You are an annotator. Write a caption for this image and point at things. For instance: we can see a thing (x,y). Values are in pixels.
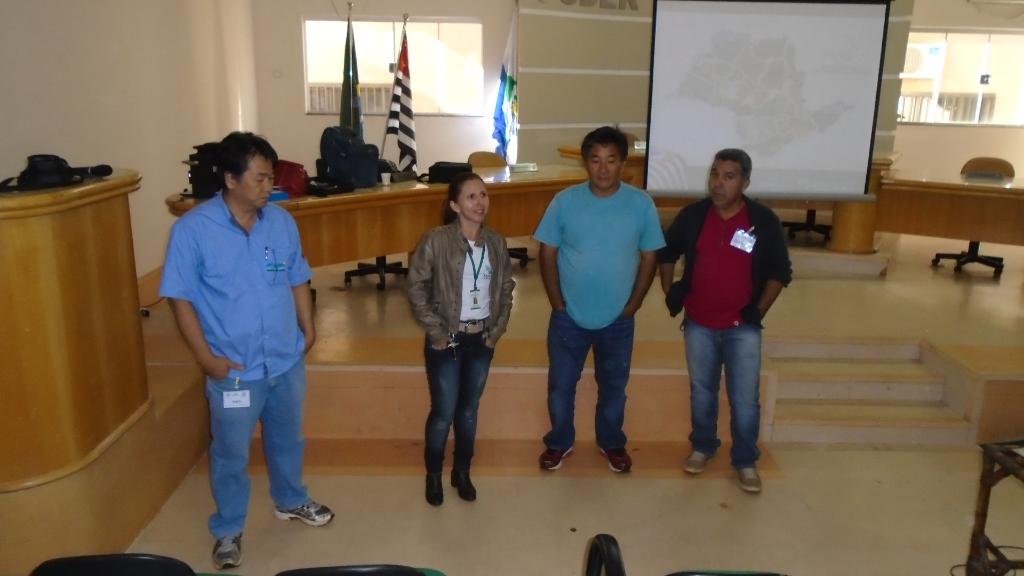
In this image there are four persons (511,283) standing on the floor (330,319). Behind them there is a table (438,216). On the right side (702,66) there is a screen (757,94). On the left side (92,240) there is a desk (85,242) on which there is a bag (47,186). At the bottom (168,564) there are chairs (607,551). There are three flags (408,112) around the desk (67,238). In the background (968,54) there are windows (961,71). At the bottom (856,401) there are two steps (853,384).
